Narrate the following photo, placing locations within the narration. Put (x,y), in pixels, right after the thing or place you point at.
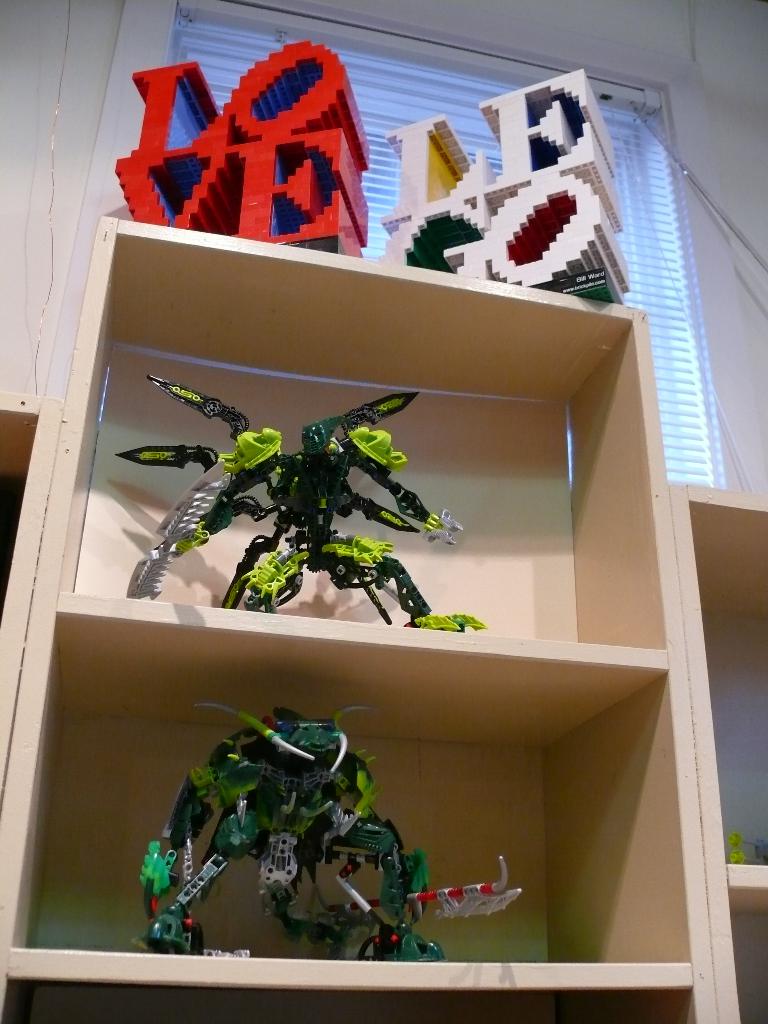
In the foreground of the picture (241,441) there is a wooden rack (673,687), in the rack (660,529) there are toys (312,514) and text (411,158) made of lego (537,196). In the background (400,56) it is window (498,168). At the top (706,7) it is wall (709,19) painted white.
